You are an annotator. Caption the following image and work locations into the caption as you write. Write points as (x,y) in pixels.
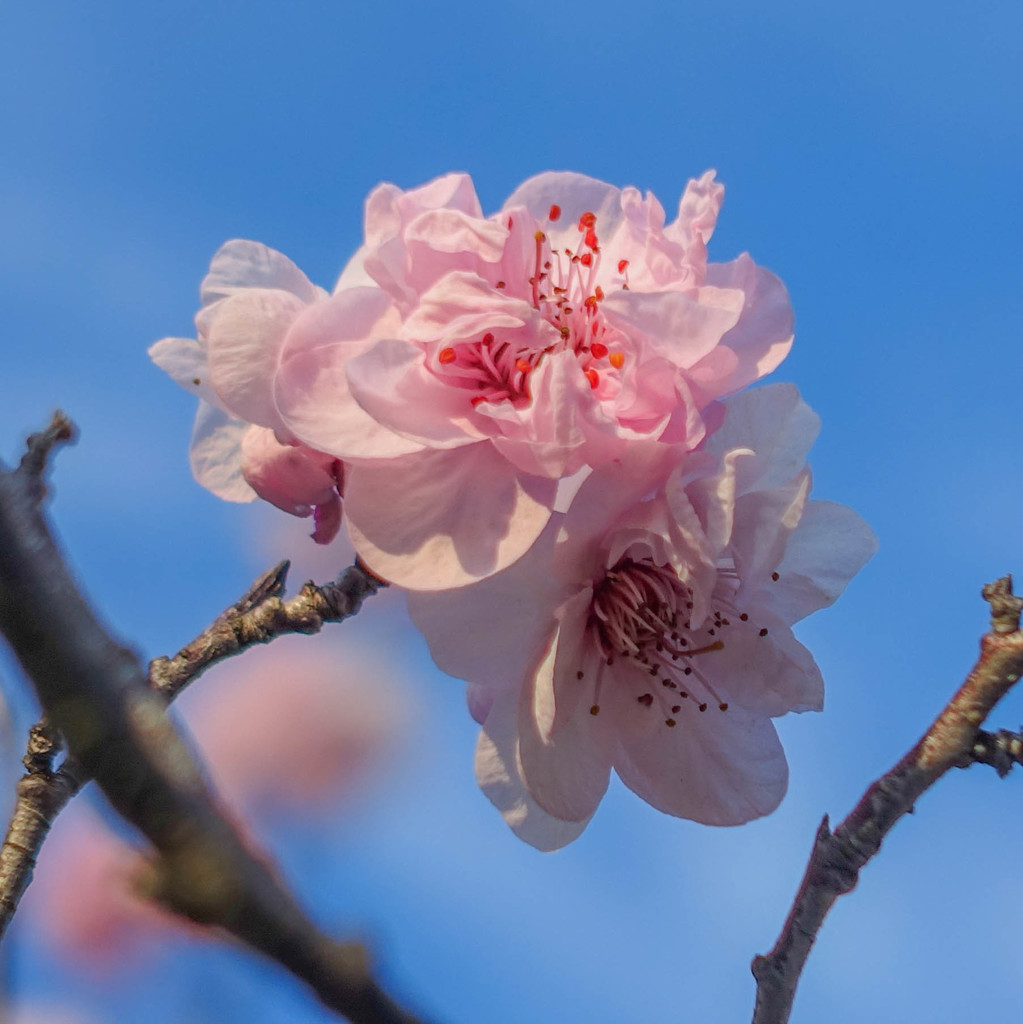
In this picture we can see a bunch of flowers (541,551) and stems (206,646). Behind the flowers (562,392) there is a sky (899,261) and some blurred things (300,766).
